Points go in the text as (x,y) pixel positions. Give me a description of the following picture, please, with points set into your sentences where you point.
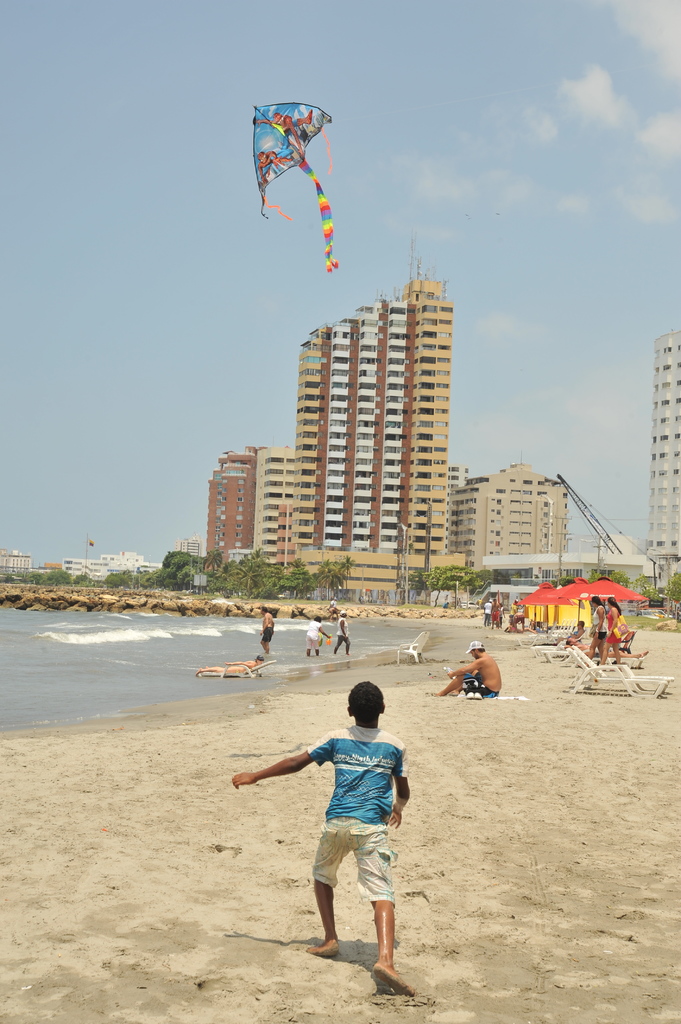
In this picture we can see some people (348,651) are walking, some people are standing on the sand (486,643) and some people (477,670) are sitting on the sand (260,735) and some are sitting on chairs (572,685). Behind the people (569,641) there are poles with umbrella shaped structures (534,608). Behind the umbrella shaped structures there are buildings (330,477), trees (213,566) and the sky (533,213). On the left side of the people (474,651) there is the sea (101,651) and a kite (304,144) is flying in the air (297,223).
